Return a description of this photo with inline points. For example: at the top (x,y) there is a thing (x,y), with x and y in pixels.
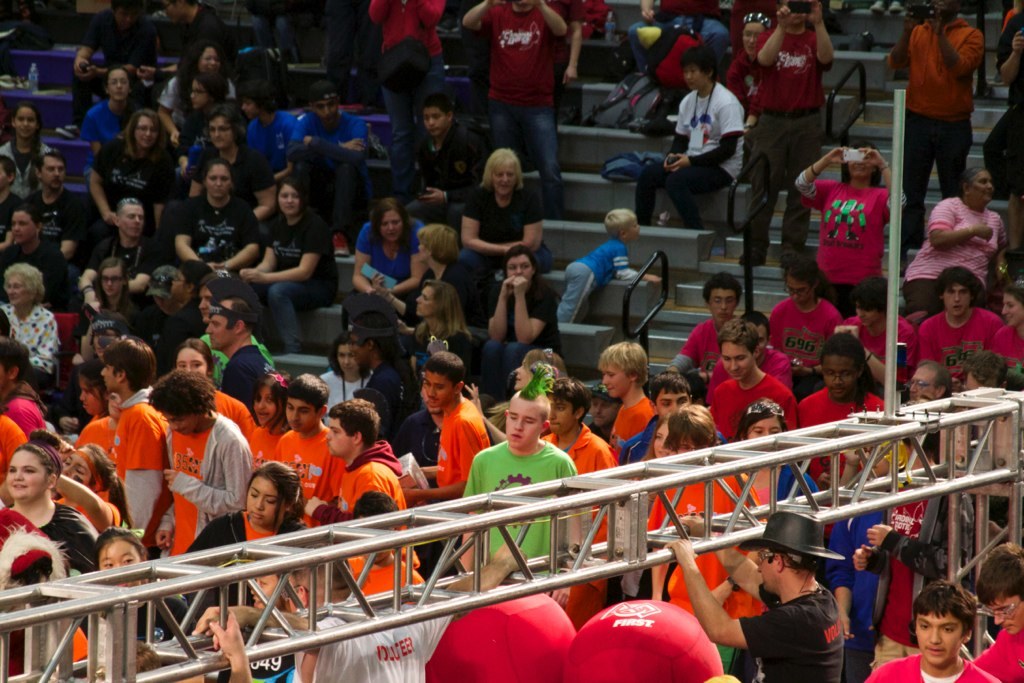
In this image I can see there are group of persons (855,287) visible and some of them are sitting in stair case (619,310) and in the middle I can see a metal frame (56,588).
